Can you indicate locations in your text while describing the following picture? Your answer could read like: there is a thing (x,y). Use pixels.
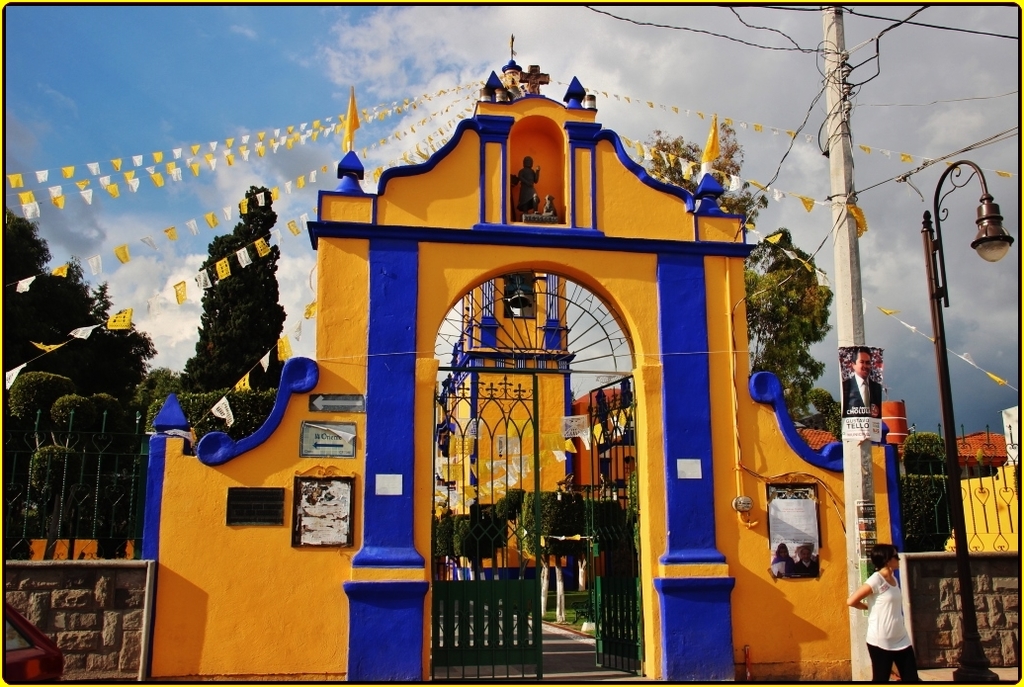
In this image, we can see a wall (669,271) and there is a gate (603,529), there is a pole (967,615), we can see there is a light (1001,218), we can see some trees (16,342), at the top (219,61) there is a blue sky (288,70) and there are some clouds (565,31).
